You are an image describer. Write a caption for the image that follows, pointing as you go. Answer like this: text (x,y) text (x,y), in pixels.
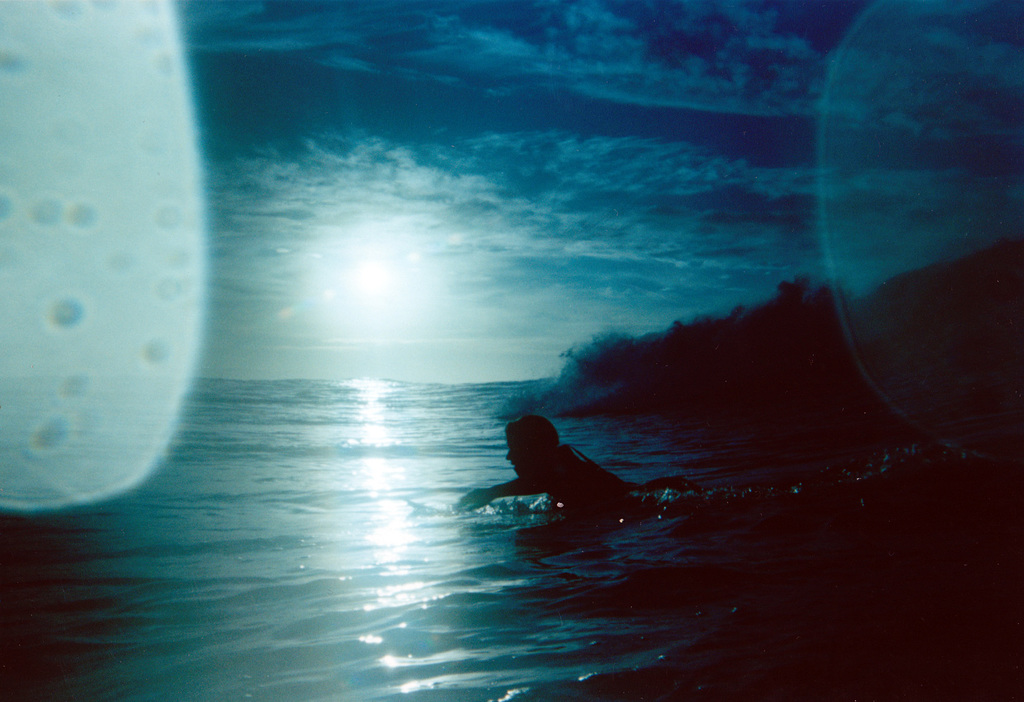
In this image there is a person (534,481) swimming in the water (359,562). Right side (1011,384) there is a wave (761,345) on the water (772,356). Top of the image (494,190) there is sky (440,192), having clouds (509,242) and sun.
